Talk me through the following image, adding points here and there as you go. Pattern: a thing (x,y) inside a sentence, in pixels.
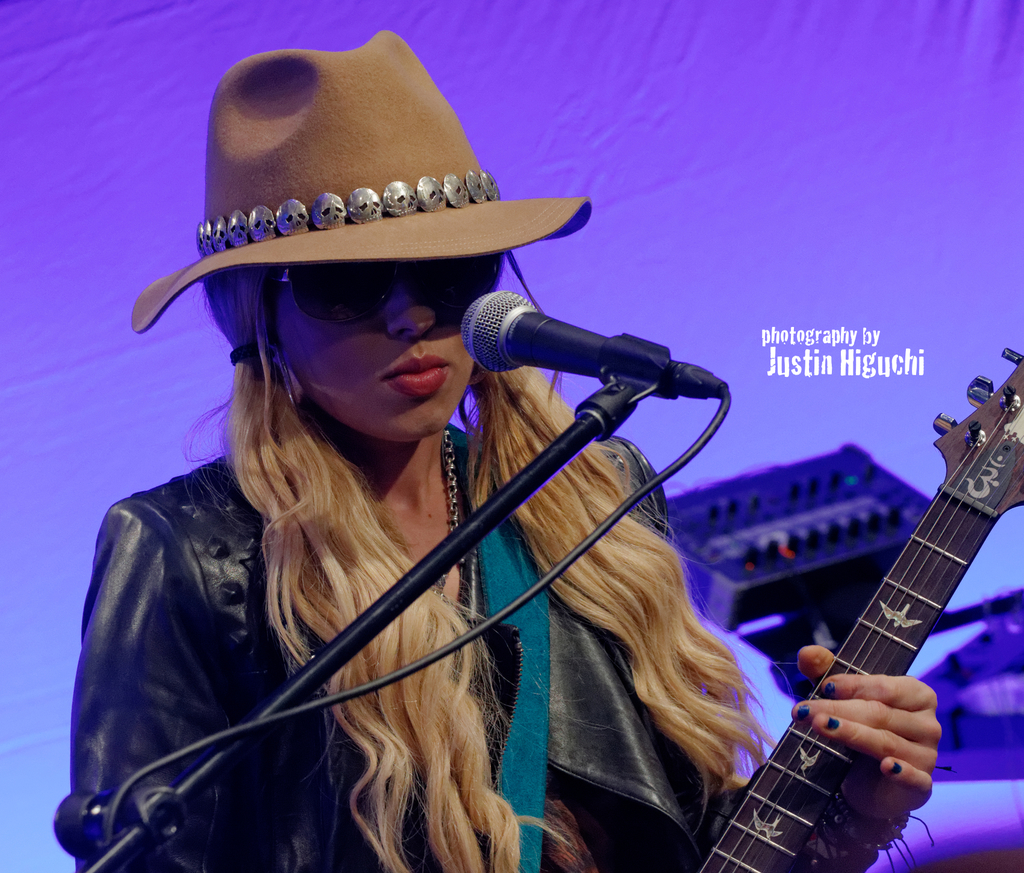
In this picture there is a girl (181,516) who is standing in front of the mic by holding a guitar (705,872) in her hands (808,648), the girl (714,798) is wearing a hat (310,197) and at the right side of the image (859,568) there is a music instrument (775,484).
